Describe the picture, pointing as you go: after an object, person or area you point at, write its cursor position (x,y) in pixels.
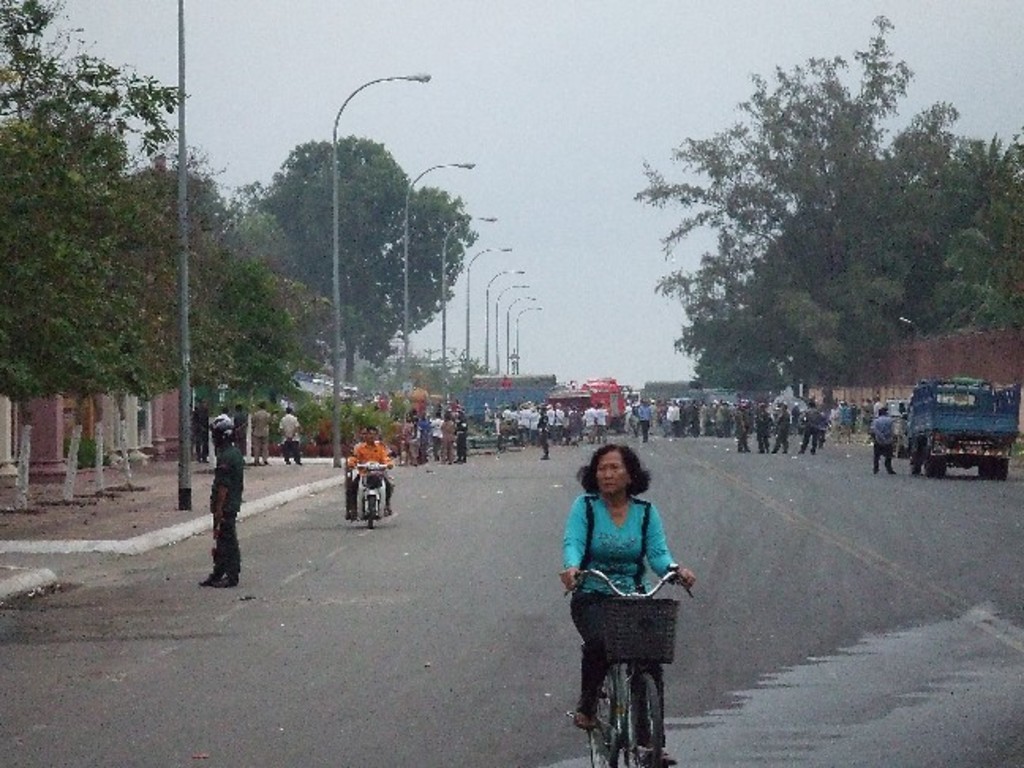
In this image we can see a woman (596,551) wearing blue dress (596,551) is riding a bicycle (624,749) on the road (532,646). In the background of the image (343,350) we can see many people (203,407), trees (264,346), street lights (336,461) and vehicles (971,432) on the road (12,728).
